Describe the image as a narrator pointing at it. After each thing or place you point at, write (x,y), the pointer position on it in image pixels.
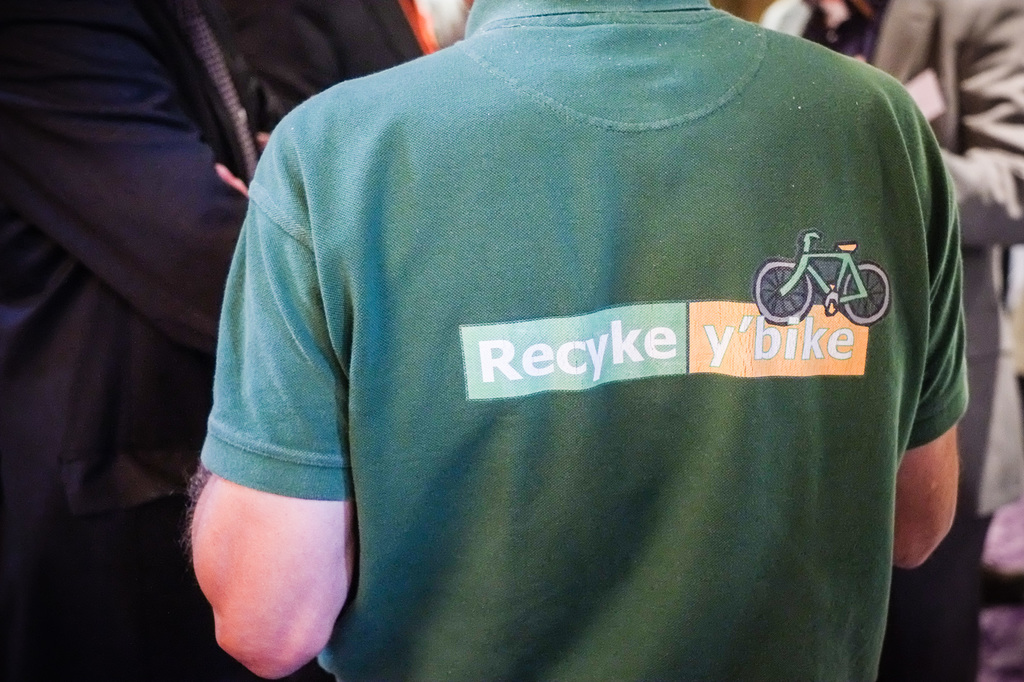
In this image I can see a person (629,359) wearing green colored t shirt (592,324) and another person (203,264) wearing black color dress (185,250) are standing. In the background (966,20) I can see few other persons (953,26).
